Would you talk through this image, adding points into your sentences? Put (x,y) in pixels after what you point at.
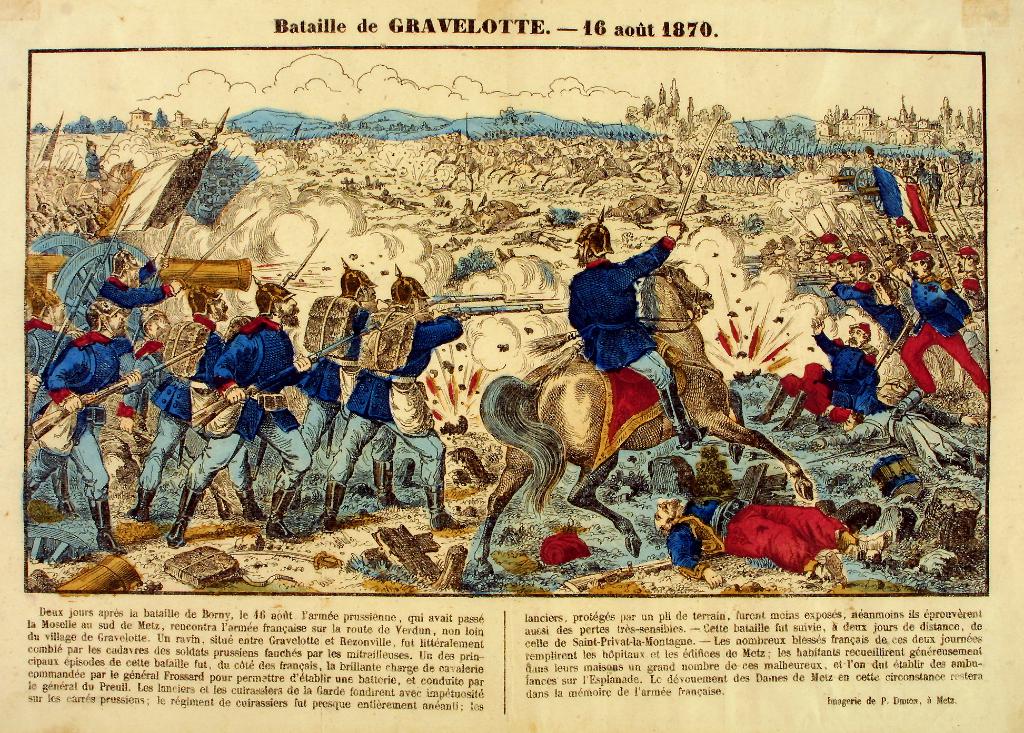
In this picture we can see a paper (590,330), in the paper (506,583) we can find some text (603,648) and few persons (611,254).
